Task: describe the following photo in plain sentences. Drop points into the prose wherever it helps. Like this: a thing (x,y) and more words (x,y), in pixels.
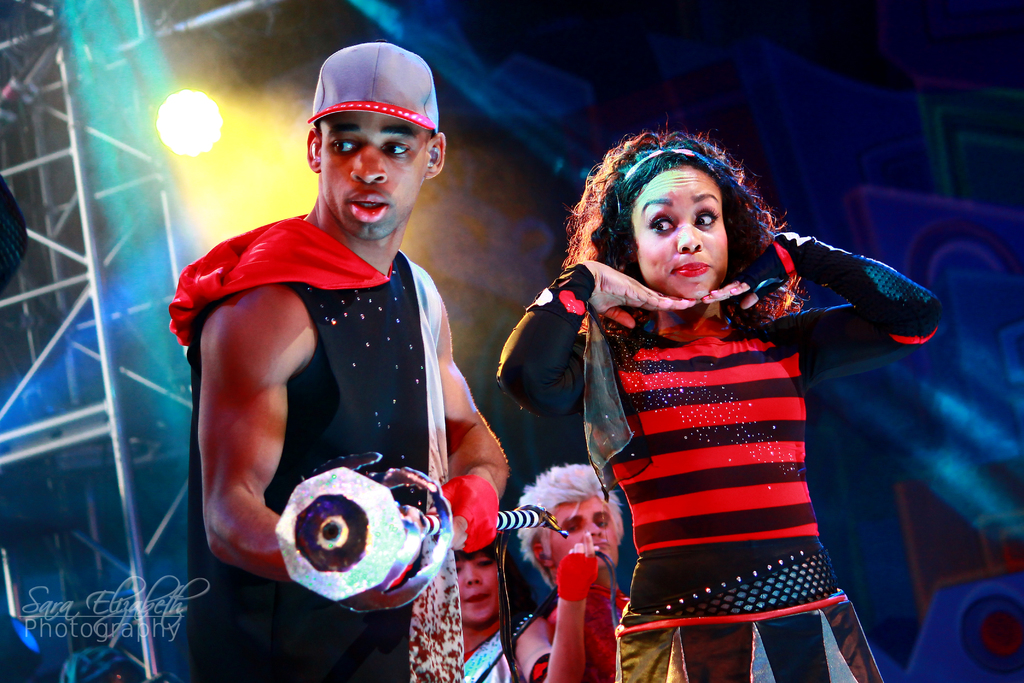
In this image in the front (535,346) there are persons (578,400) standing. In the background (167,313) there are lights (223,158), there is a stand (152,379) and there are persons (496,564).
